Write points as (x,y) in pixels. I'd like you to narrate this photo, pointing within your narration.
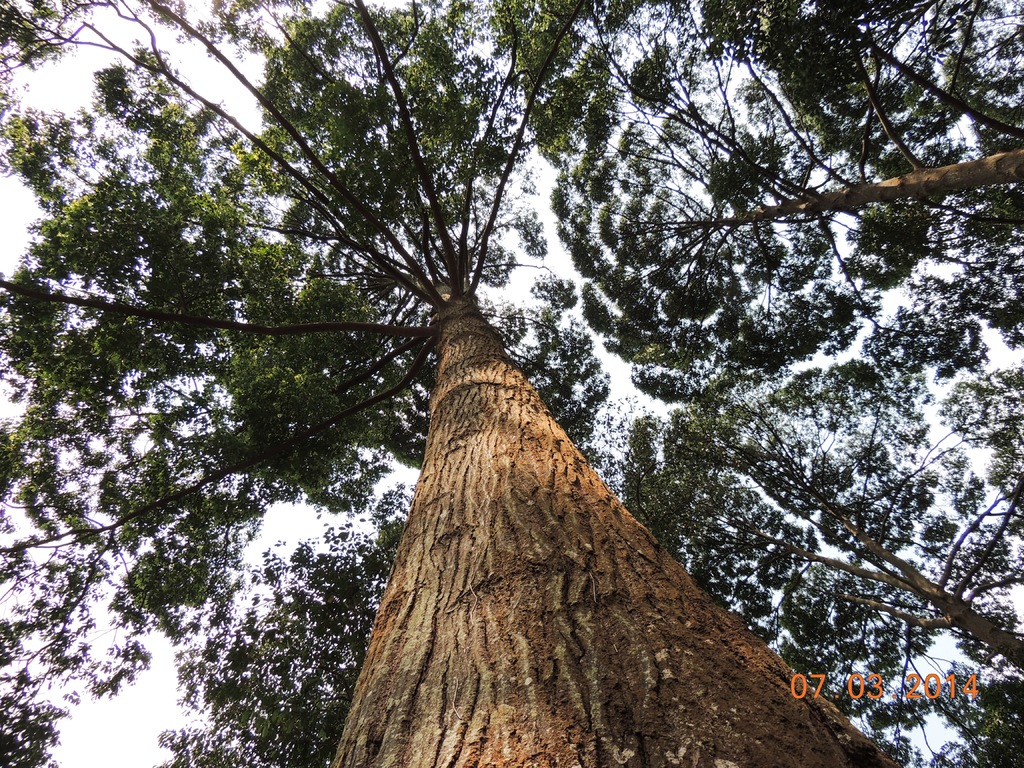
In this image there is a tree (476,527) in middle of this image (380,371) and there are some other trees (781,387) at right side of this image (779,367) and as we can see there is a sky (193,81) in the background (23,197).
